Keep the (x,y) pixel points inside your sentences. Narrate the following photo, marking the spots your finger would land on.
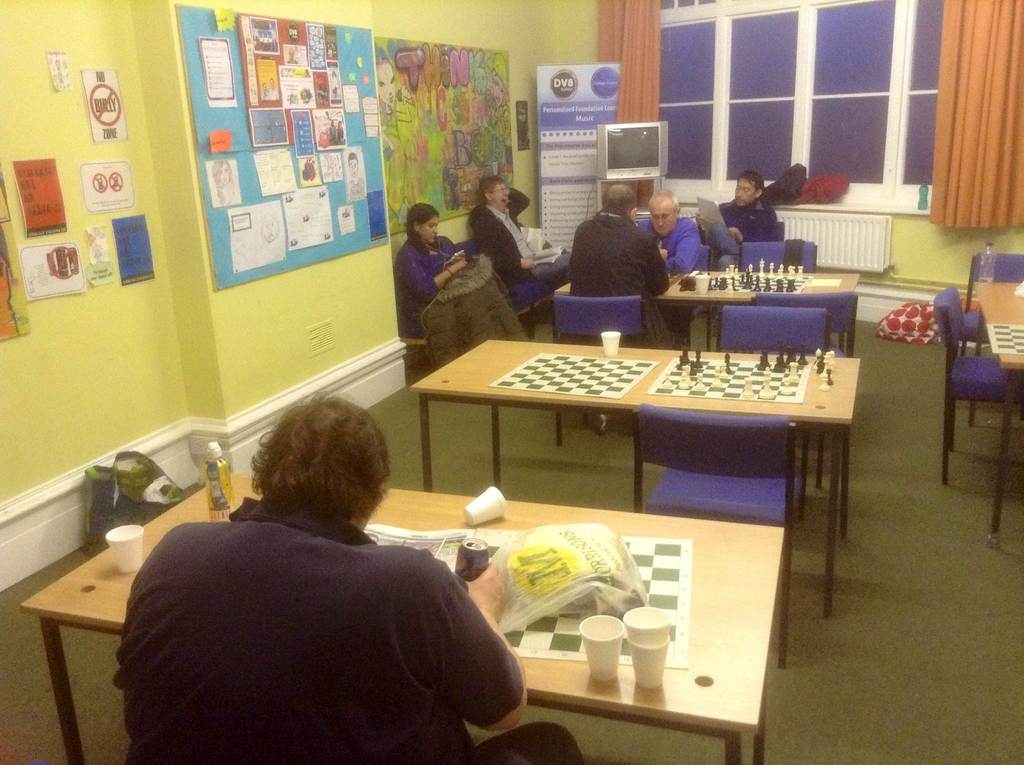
It is a room (820,489) there are lot of tables (804,416) people (353,750) are playing chess (757,280) on the table (679,278), to the left side (325,95) there is a wall (357,305) on which a lot of posters (494,162) are there behind them there is a television (628,158) in the background (952,182) there is a wall (828,171) and curtains (952,126).
